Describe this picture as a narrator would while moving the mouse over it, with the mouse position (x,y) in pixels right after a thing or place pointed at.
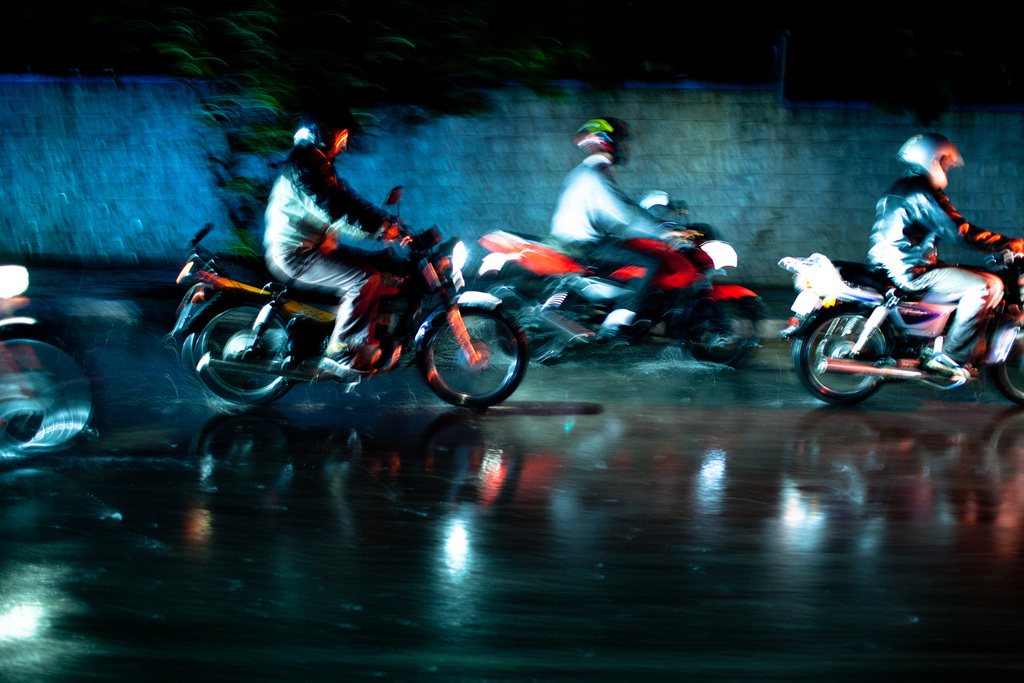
This image is taken outdoors. At the bottom of the image (278,543) there is a road (608,511). In the background (215,158) there is a wall (785,140) and a tree (399,67). In the middle of the image (357,264) three men (616,141) are riding the bikes (274,300) on the road (488,499).
